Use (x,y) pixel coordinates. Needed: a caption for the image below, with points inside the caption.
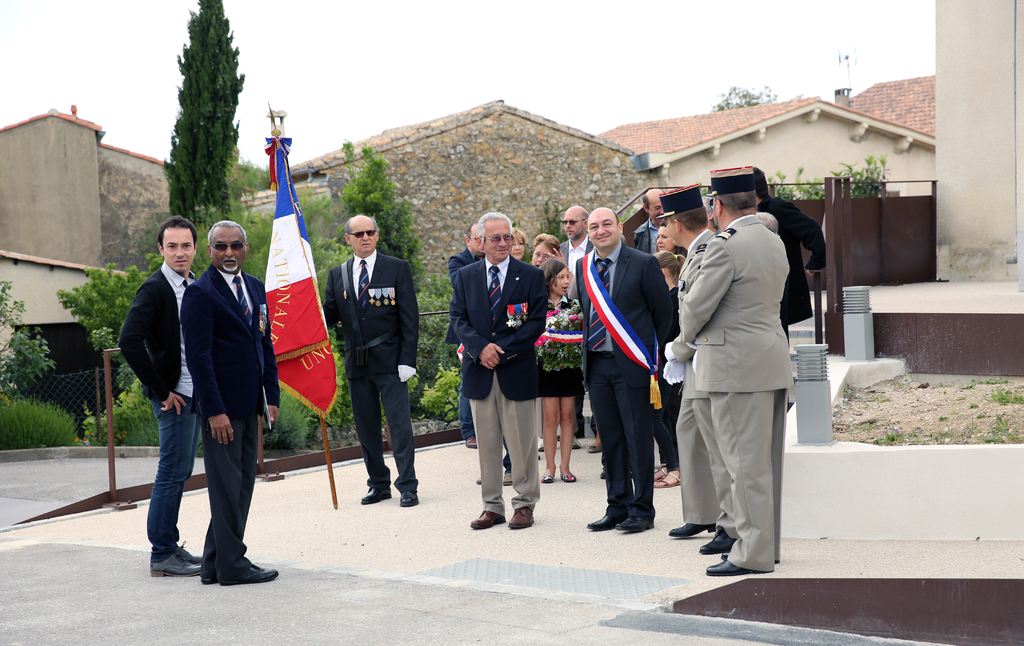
In this image we can see some persons (541,412) standing wearing suits (622,381) and some are wearing police dress (703,288), there is a person (349,357) holding flag (291,217) in his hands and in the background of the image (58,229) there are some plants (49,413), trees (360,171), houses (563,194) and top of the image (563,113) there is clear sky (597,31).
